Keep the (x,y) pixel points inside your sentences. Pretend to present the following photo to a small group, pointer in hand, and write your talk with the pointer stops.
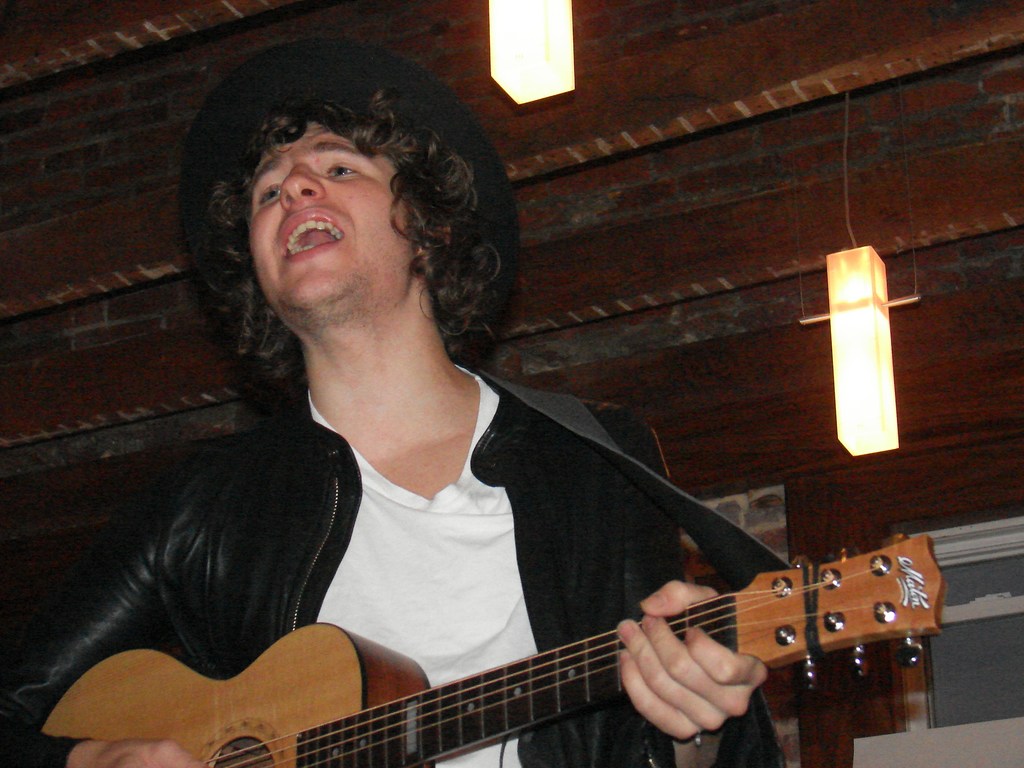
a person (326,523) wearing a black jacket (284,478) is singing and playing a guitar (390,687). behind him there are lights (554,70) on the roof (714,67).
